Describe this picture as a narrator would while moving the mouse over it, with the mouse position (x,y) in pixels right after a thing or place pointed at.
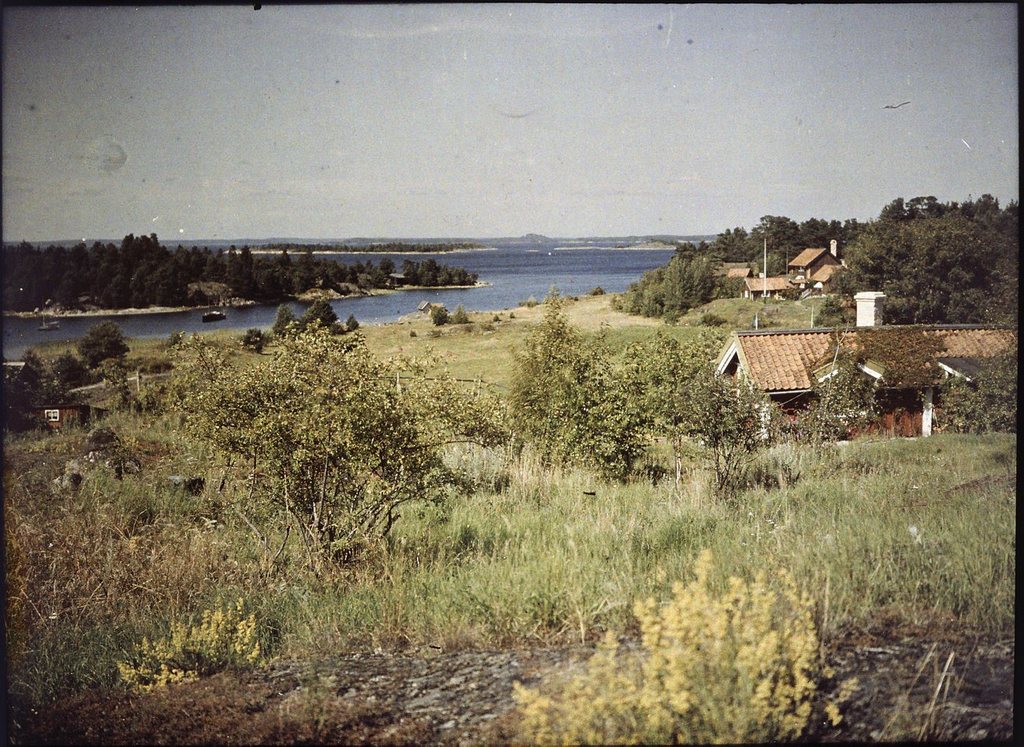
At the bottom of the image (139,533) there are some plants (529,466) and trees (975,417) and houses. Behind them there is water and trees (134,241). At the top of the image (726,228) there is sky (198,97).
